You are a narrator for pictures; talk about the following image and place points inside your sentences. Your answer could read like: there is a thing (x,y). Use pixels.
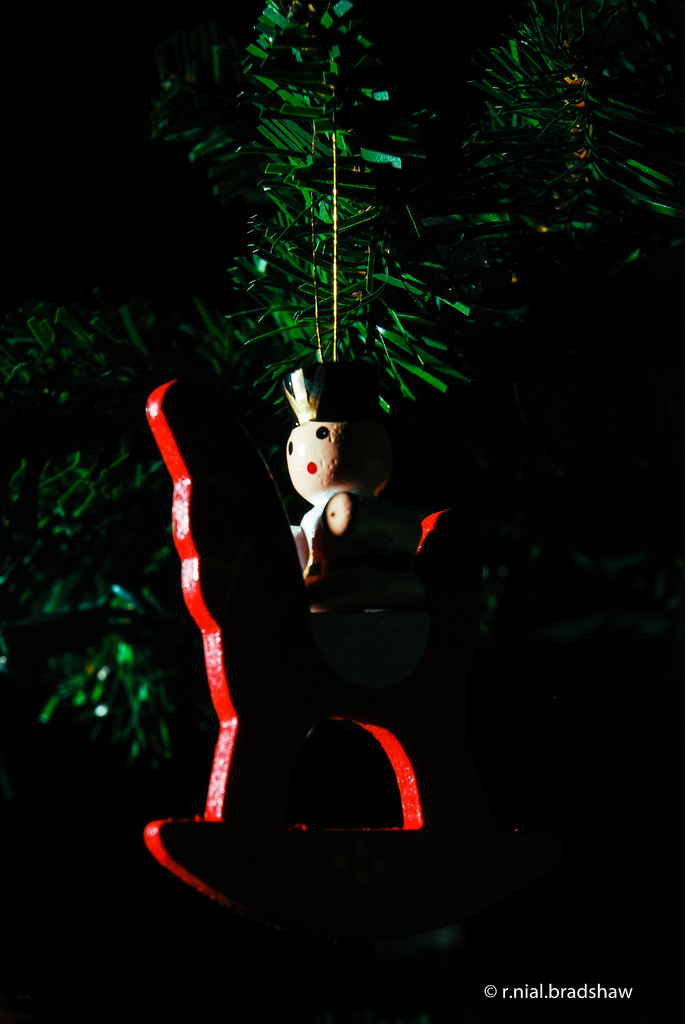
In this image, we can see a toy (335,480). In the background of the image (344,276), we can see some plastic leaves (504,241).
